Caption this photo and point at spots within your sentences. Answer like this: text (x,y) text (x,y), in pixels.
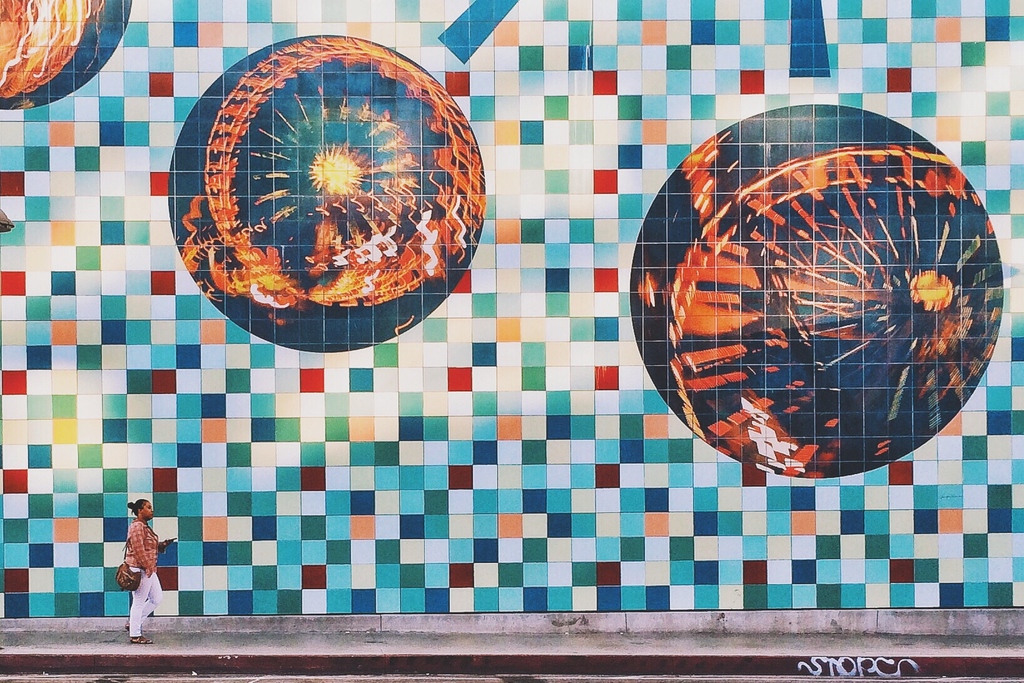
In this picture we can see a woman (148,543) is walking on the pathway (402,654), and she wore a bag (118,584), beside to her we can see a painting (524,195) on the wall (611,440).
